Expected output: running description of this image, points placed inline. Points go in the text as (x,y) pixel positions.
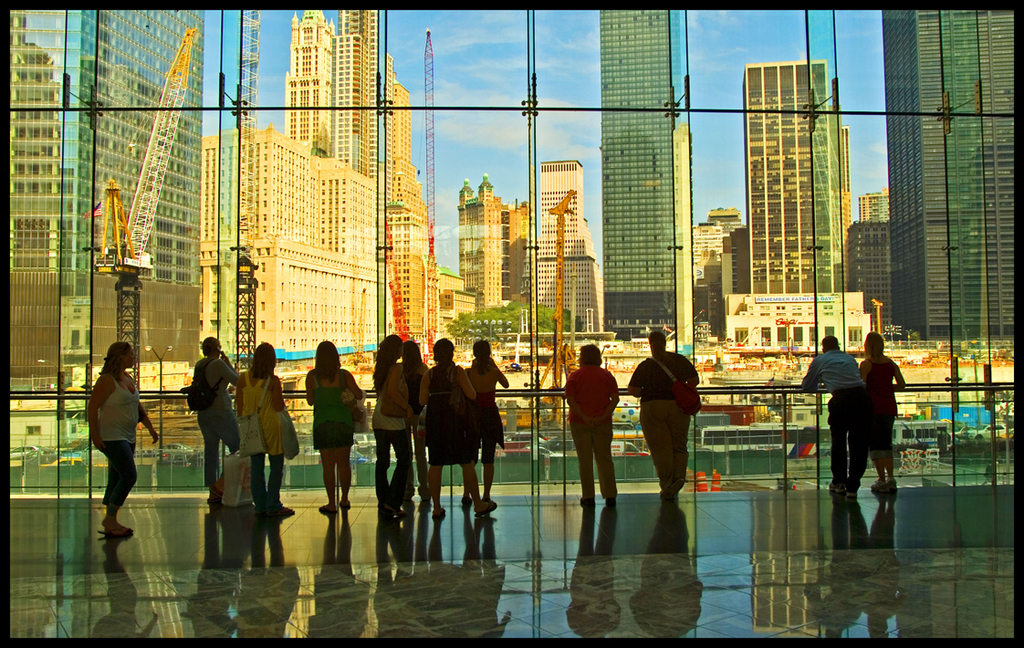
In this image there are a few men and women (401,431) standing and watching a view from a glass (534,345), the people (342,417) are watching the high rise buildings (410,284) on the other side.
